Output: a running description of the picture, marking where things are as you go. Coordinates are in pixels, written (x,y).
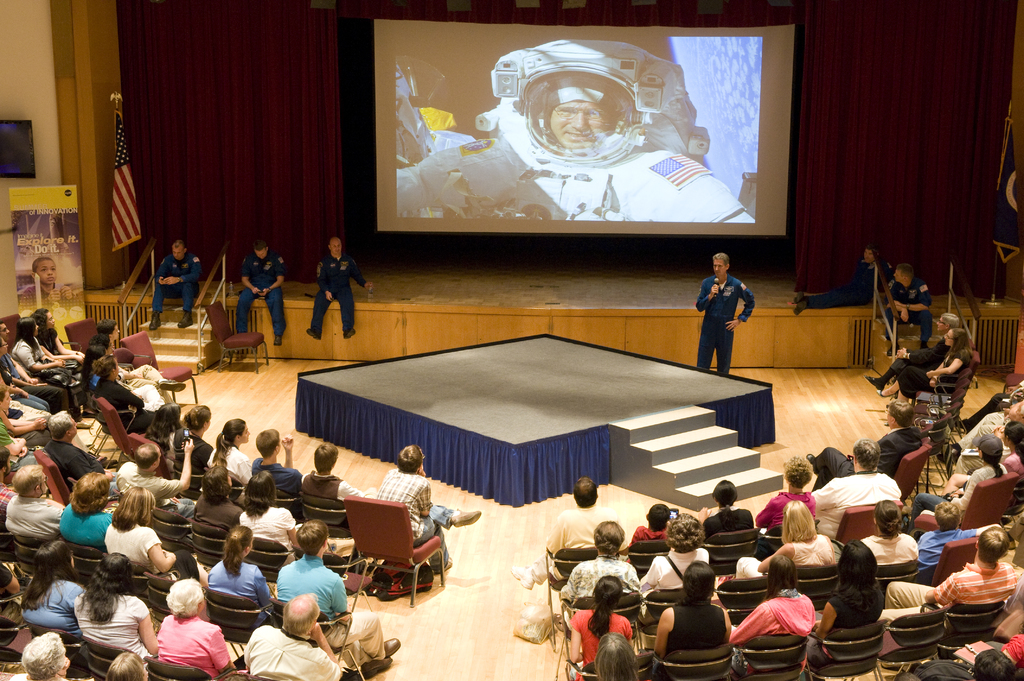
At the bottom of the image (295,518) there are people (229,553) sitting on chairs (831,641). In the background of the image (707,197) there is a screen (759,94). There is a curtain (854,88). There is a flag (116,228). In the center of the image (475,355) there is a stage (510,492). There is a person (735,292) standing holding a mic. At the bottom of the image (460,651) there is wooden flooring (443,663).
